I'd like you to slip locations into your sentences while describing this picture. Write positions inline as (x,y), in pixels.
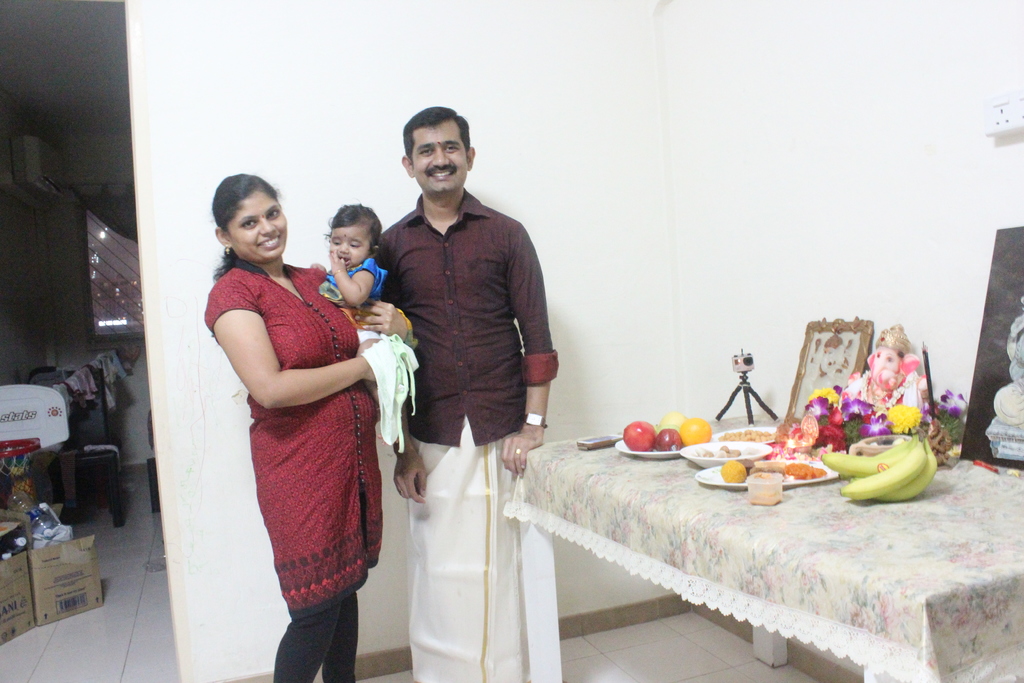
In this image I can see three people (335,317). In front of them there is a statue of Ganesh (880,402). In front of Ganesha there are some eating material (734,464). At the back of these people (344,432) there are some objects (64,458) and the card board box (67,580).
